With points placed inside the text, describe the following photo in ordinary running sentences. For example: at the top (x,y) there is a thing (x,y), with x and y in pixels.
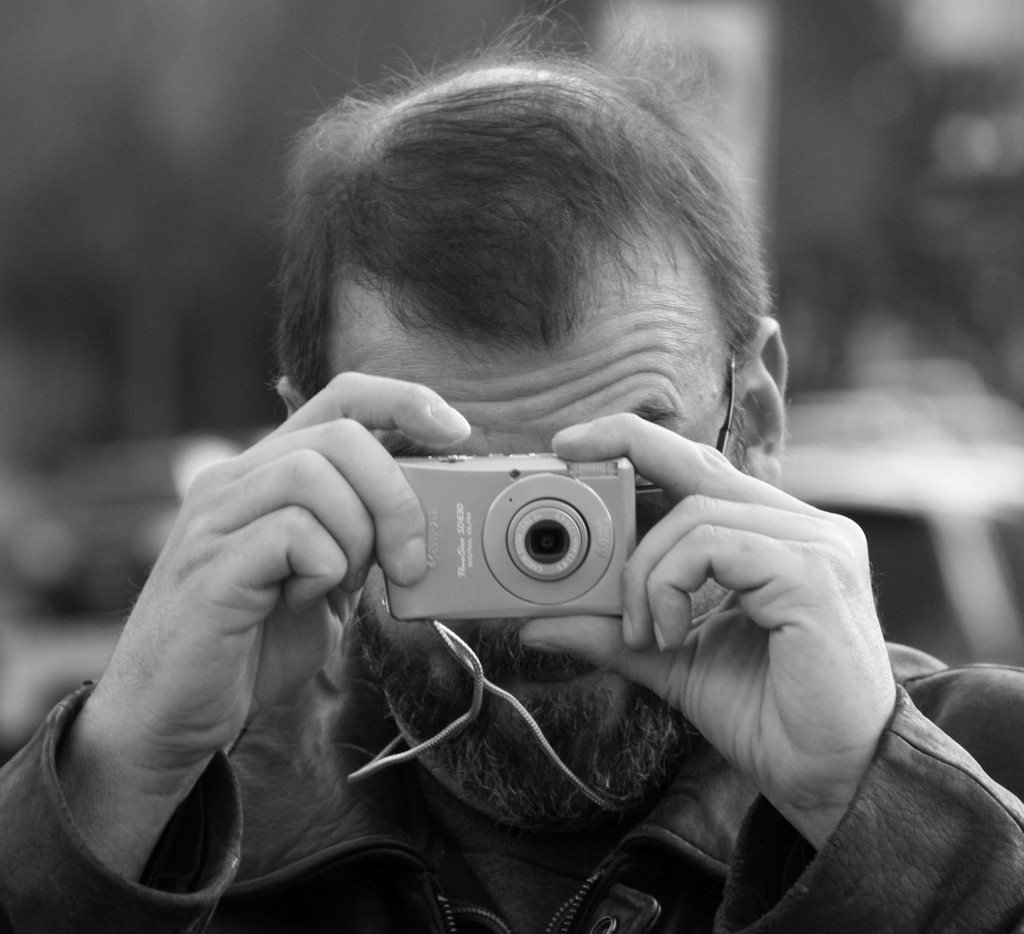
In this picture we can see man (296,813) holding camera (581,489) in his hand (393,548) and taking picture and in background (239,427) we can see some vehicles (959,456) and it is blurry.
